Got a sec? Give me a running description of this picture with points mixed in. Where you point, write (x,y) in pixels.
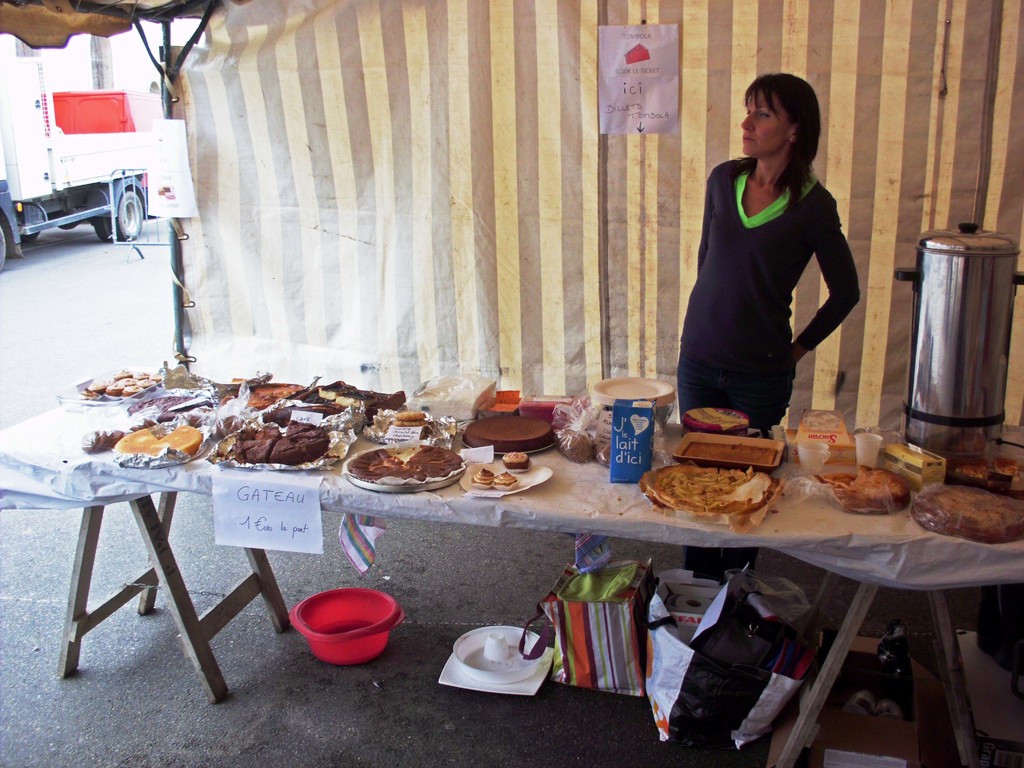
In this image in the center (479,510) there is a table (554,487) and on the table (371,487) there is food (669,486) and there is a woman (755,239) standing and in the background (439,119) there is a curtain (449,144) and on the curtain (473,143) there are posters (653,90) with some text (640,89) written on it. On the left side (134,154) there is a vehicle (87,132) and there is a building (75,83).
